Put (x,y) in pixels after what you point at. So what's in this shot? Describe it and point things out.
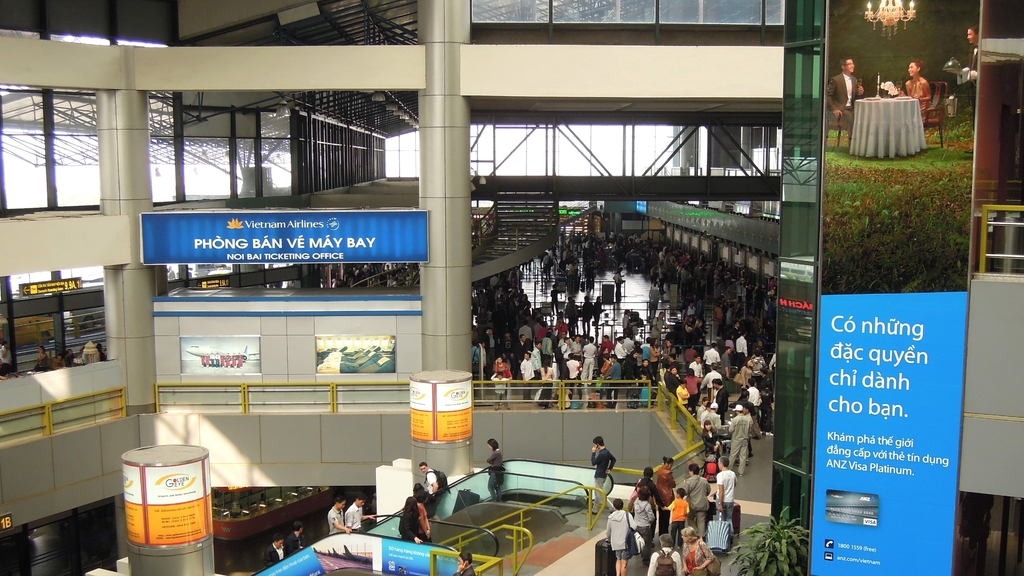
In this image, there are many people (626,520). We can see the ground (608,315) with some objects (608,296). We can see some boards (368,249) with text (188,504) and images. We can also see some pillars (461,346) and the fence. We can see some metal objects (302,170).
